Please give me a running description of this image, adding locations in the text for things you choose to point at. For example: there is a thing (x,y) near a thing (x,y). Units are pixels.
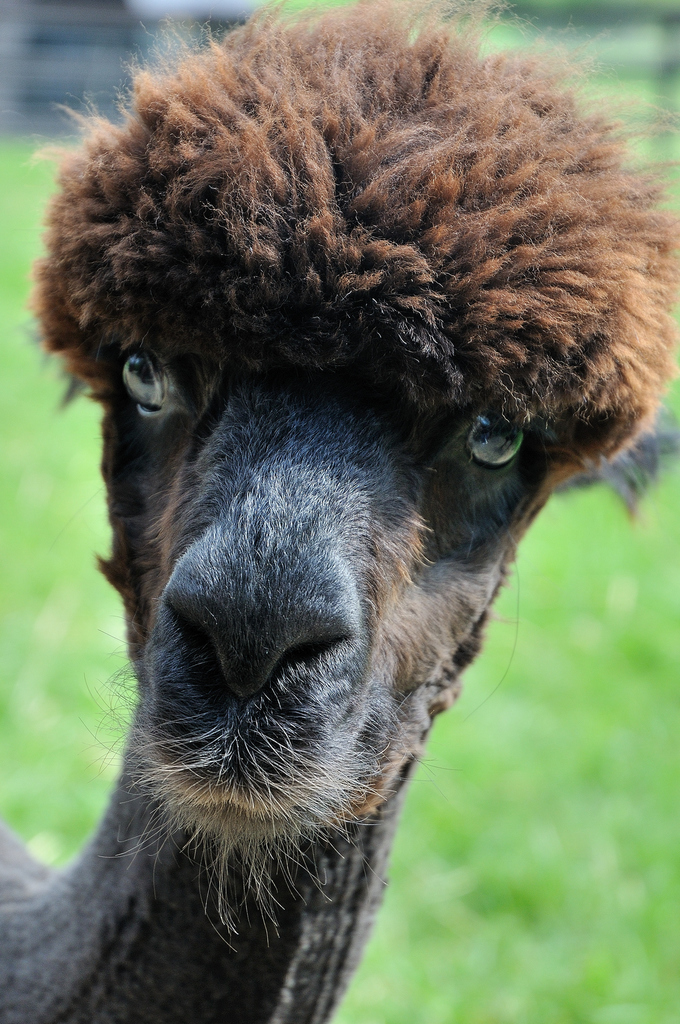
In this image I can see an animal (332,708) in brown color. Background (610,625) I can see grass (555,826) in green color.
